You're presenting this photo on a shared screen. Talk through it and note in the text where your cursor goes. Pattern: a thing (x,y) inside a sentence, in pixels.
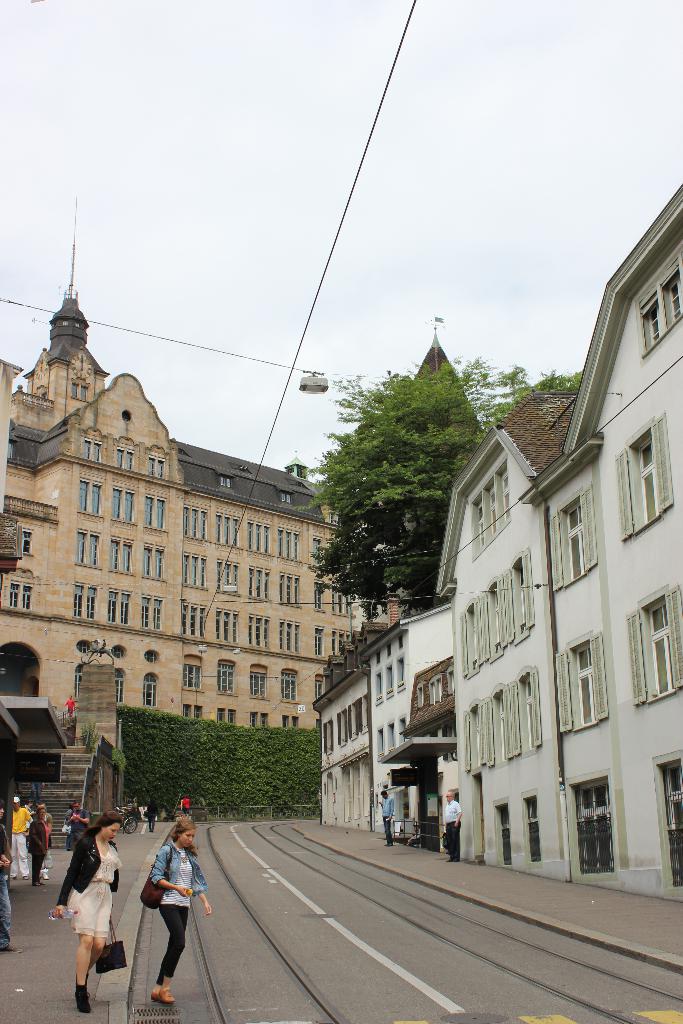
In the image we can see buildings (166,614) and these are the windows (216,631) of the buildings (259,619). We can even see there are people (170,899) walking and some of them are standing. They are wearing clothes (166,910) and shoes (157,1000). Here we can see train tracks (460,928), stairs (66,778), electric wires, trees (358,448), plants (235,761) and the sky (111,122).
